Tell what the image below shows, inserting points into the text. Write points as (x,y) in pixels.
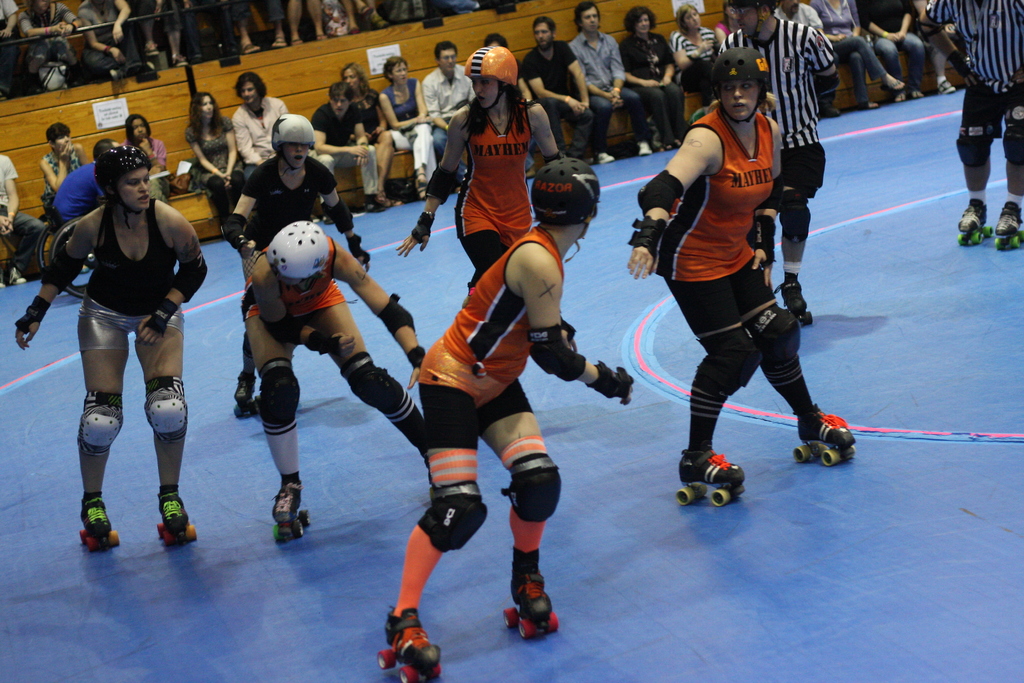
The picture consists of women (710,281) skating in a hall (814,209). They are wearing helmets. In the background (816,4) there are people (417,94) sitting on bench (113,92). At the top left (118,54) there are few people (60,23) sitting behind the railing (78,33). On the top right (985,97) there are two referees (800,95).
